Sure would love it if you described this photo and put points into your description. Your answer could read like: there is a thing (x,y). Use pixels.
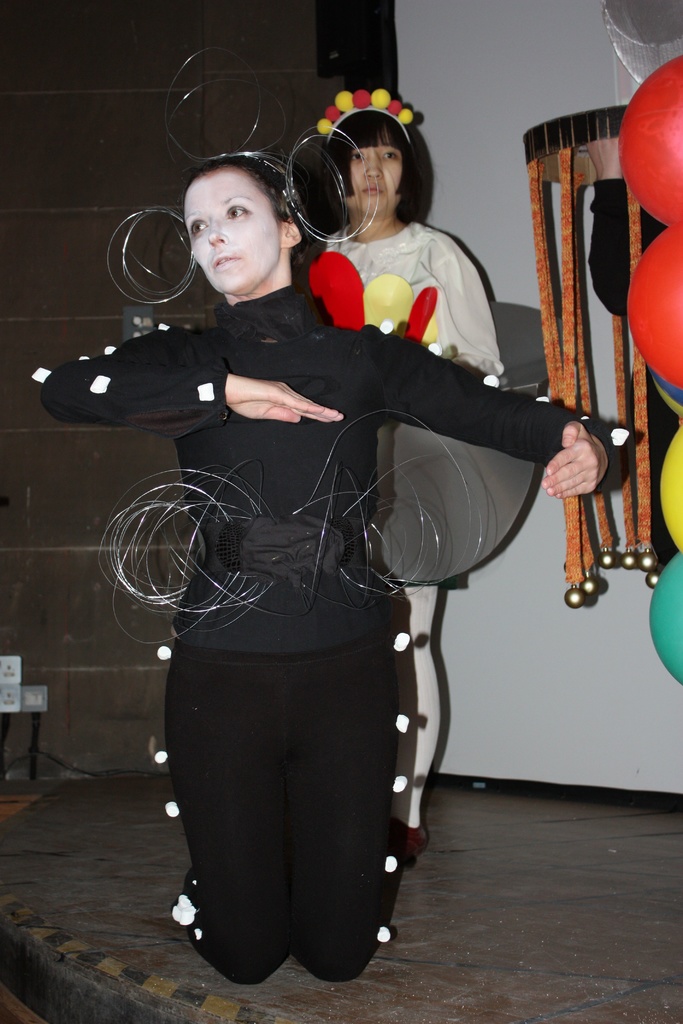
In this picture we can see people (312,961) on the floor (478,840), here we can see balloons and some objects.
